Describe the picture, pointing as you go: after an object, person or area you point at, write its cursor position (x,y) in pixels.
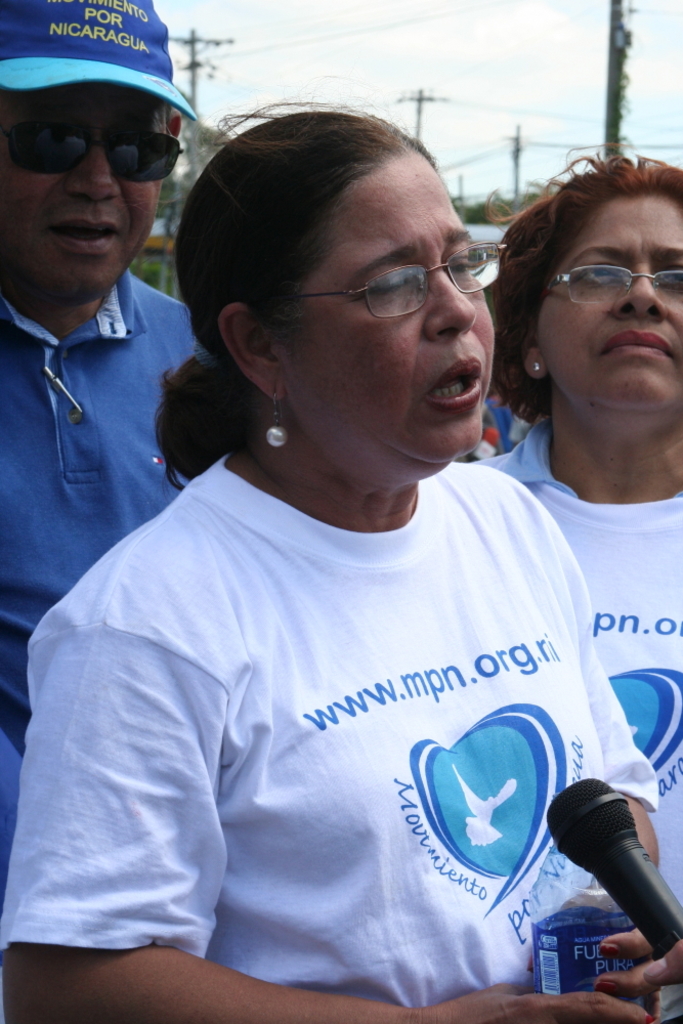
In the image there is a lady (362,257) with spectacles (419,273) and she is standing and holding a bottle (541,955) in her hand (635,1008) and also there is a mic (587,821). Behind her on the right side (600,411) there is a lady (632,351) with spectacles (630,282). And also there is a man (71,198) with goggles (123,168) and a cap (137,43) on his head (46,212). Behind them there are electrical poles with wires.
